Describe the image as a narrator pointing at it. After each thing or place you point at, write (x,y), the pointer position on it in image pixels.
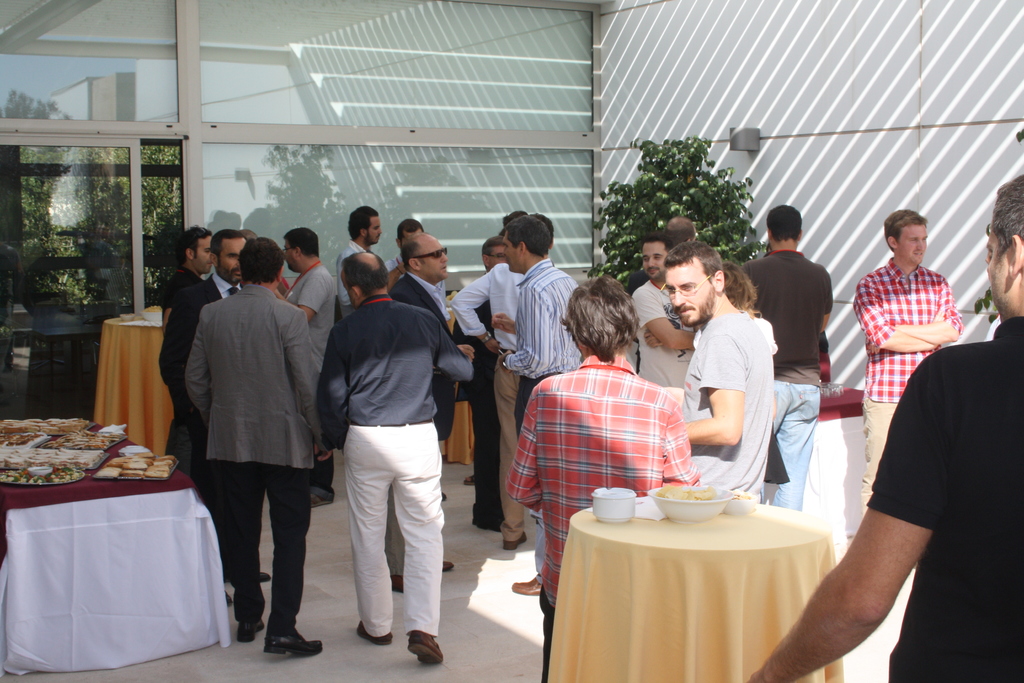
In this picture we can see all the men (424,242) standing and talking near to the tables (673,612) and on the table (121,489) we can see food (26,452) in a plates (65,452). This is a bowl (686,510). This is a plant (690,216). Through glass (95,243) we can see a reflection (167,202) of trees (163,215).
